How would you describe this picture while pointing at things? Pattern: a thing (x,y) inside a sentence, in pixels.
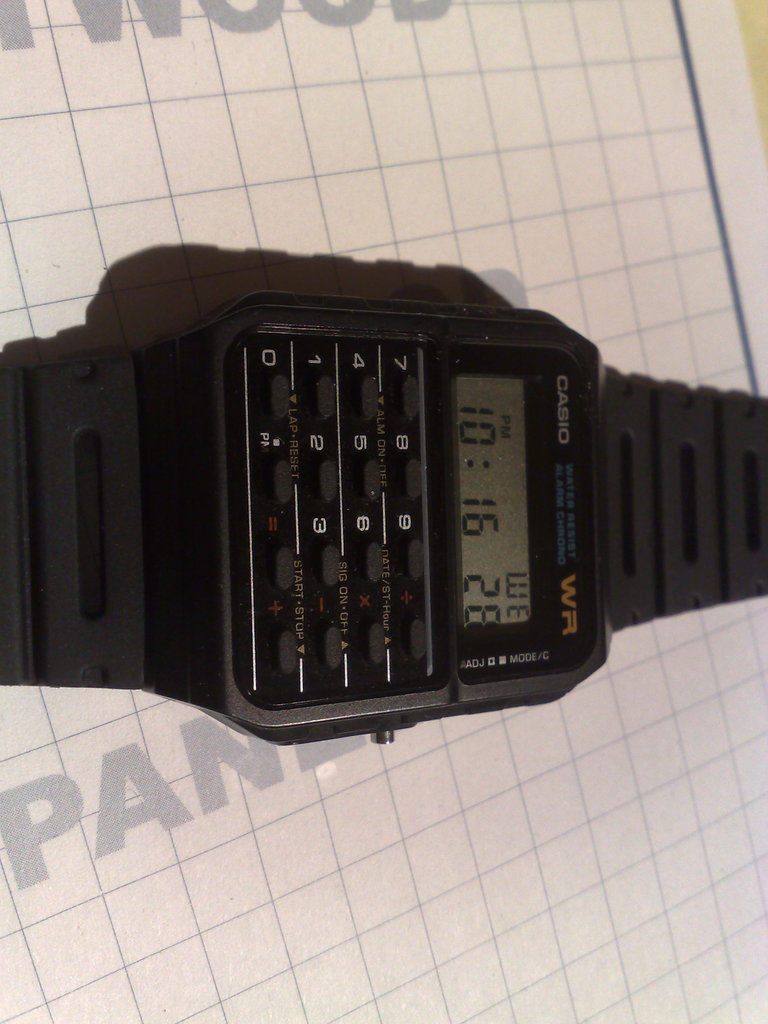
In this picture I can see there is a watch (343,469), it has buttons (405,493) and a screen (483,561) and it is placed on a white surface (295,760).
